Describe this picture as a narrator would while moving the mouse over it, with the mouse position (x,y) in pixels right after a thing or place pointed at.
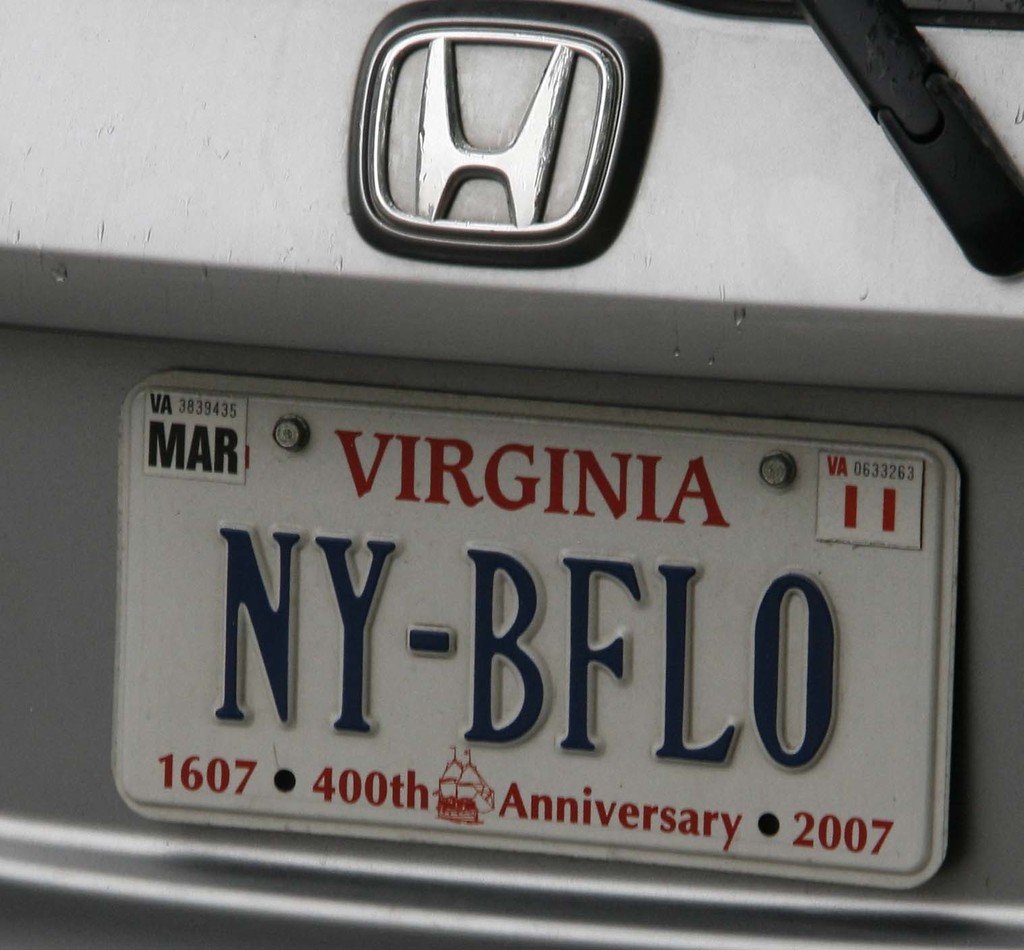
In this picture we can see a logo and a number plate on a vehicle (842,437).
